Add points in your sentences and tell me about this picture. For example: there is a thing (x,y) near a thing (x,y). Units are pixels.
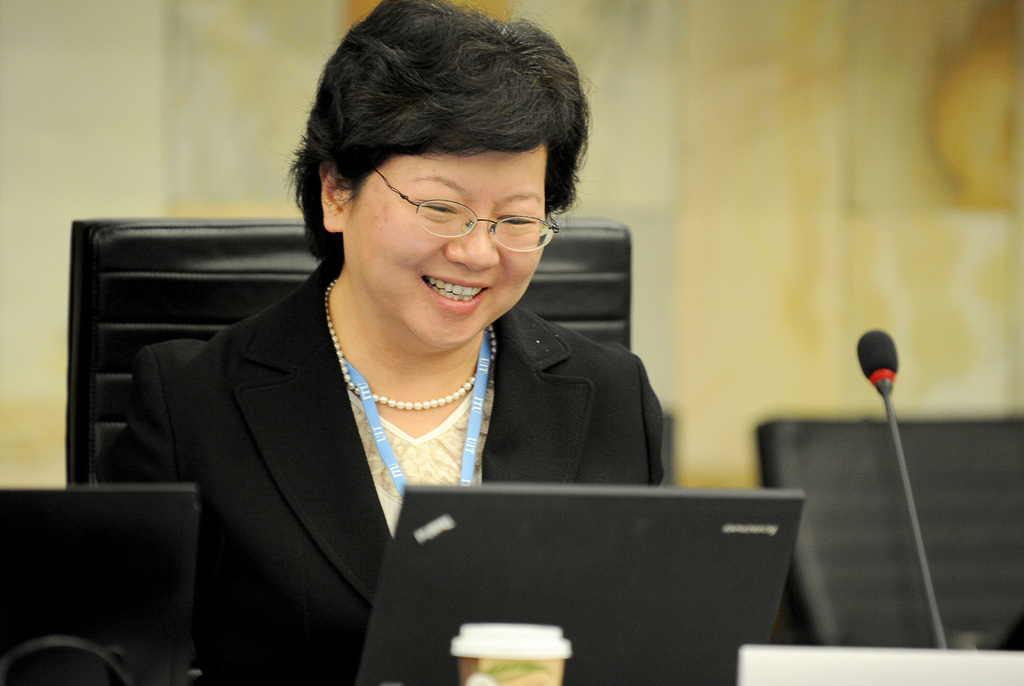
At the bottom of the image (792,502) we can see some laptops (657,633) and microphone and cup (470,660). Behind them a woman (291,299) is sitting on a chair (615,291) and smiling. Background of the image (871,77) is blur.
